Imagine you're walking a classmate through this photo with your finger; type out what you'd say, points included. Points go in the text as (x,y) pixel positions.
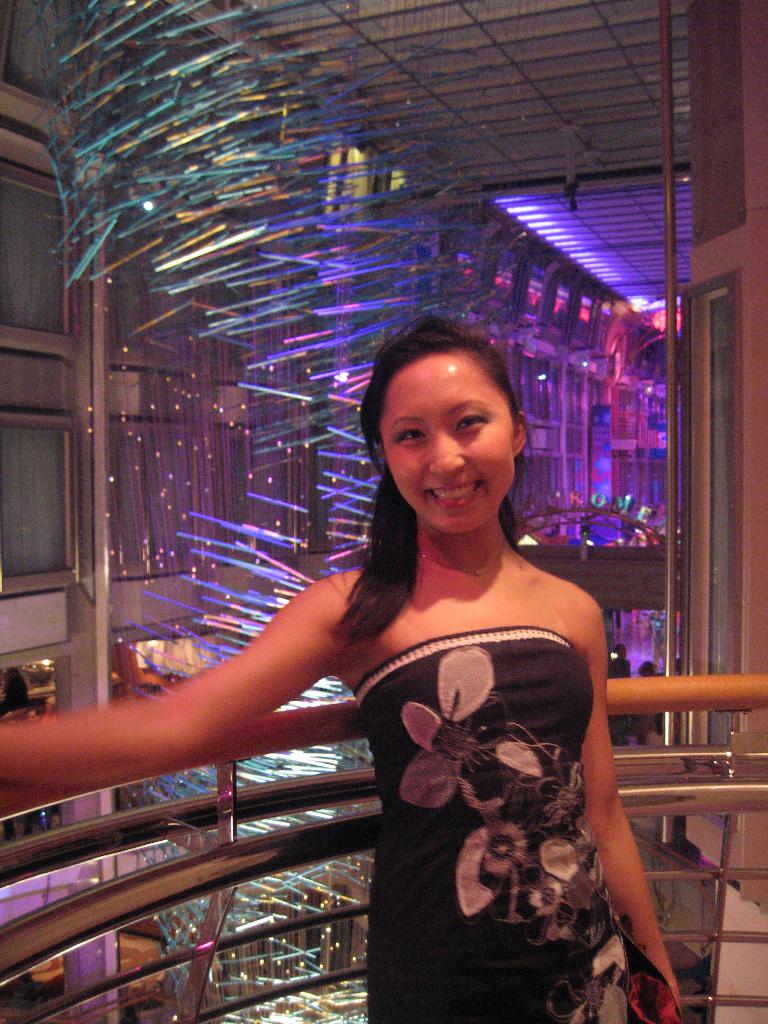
In this image there is a woman (476,672) standing towards the bottom of the image (475,802), she is holding an object (660,979), there is a metal object (297,794) behind the woman (402,987), there is a pillar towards the bottom of the image (83,818), there is a wall (79,408) towards the left of the image (117,356), there is a wall (735,428) towards the right of the image (699,256), there are lights (286,609), there is a roof (492,72) towards the top of the image (562,92).
